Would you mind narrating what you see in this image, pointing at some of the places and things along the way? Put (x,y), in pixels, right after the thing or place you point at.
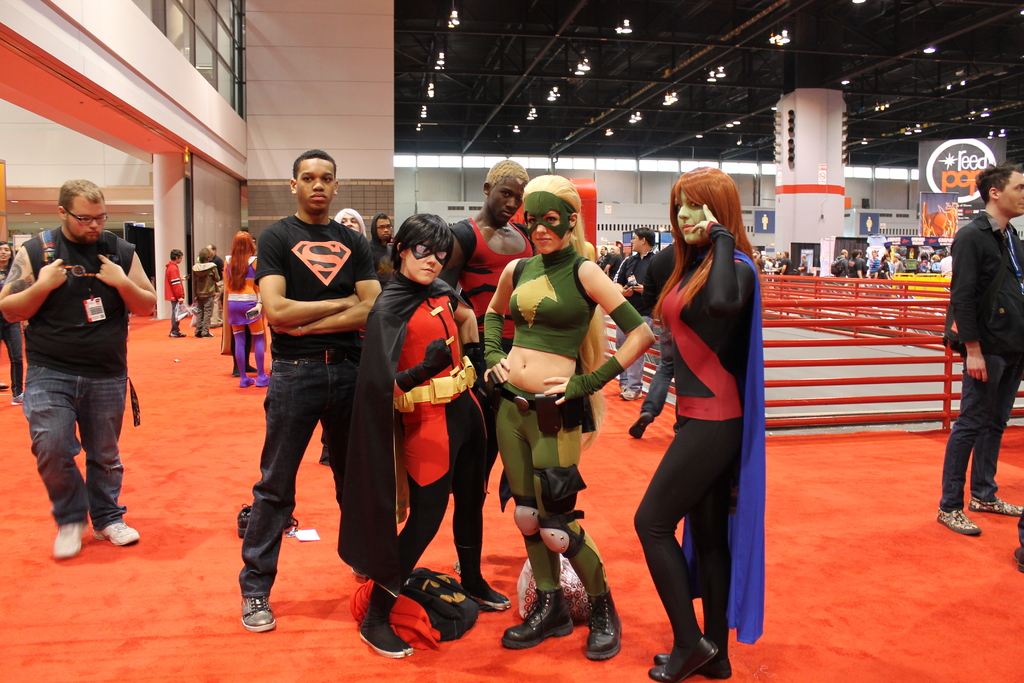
In the foreground of the picture (466,238) there are men (276,303) and women (686,303) in superhero costumes (498,330). On the floor (315,554) there is red carpet (182,466). In the background (965,277) there are people (645,240) standing. At the top (567,87) there are lights (1004,129) to the ceiling (579,82). At the top (947,186) to the right there are hoardings (953,183).
